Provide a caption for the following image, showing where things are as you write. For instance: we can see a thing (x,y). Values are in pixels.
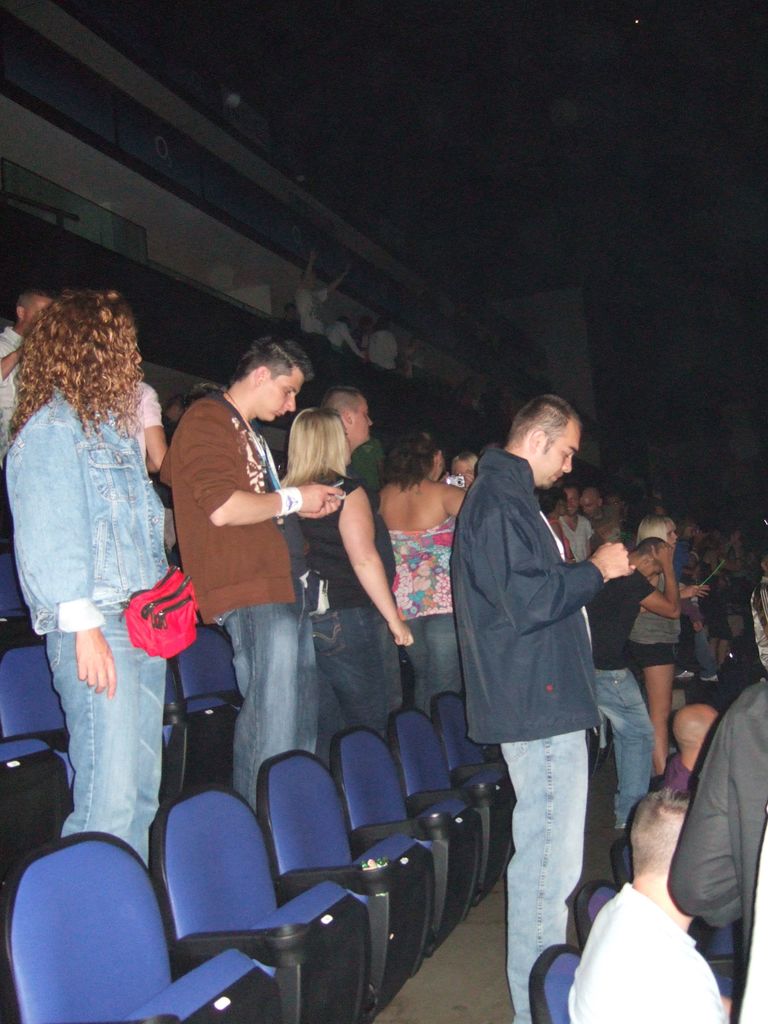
In this image we can see that, there are most of them are standing and some of them are operating mobiles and at the bottom right hand corner (694,725) some of them are sitting on the chair (610,874).
